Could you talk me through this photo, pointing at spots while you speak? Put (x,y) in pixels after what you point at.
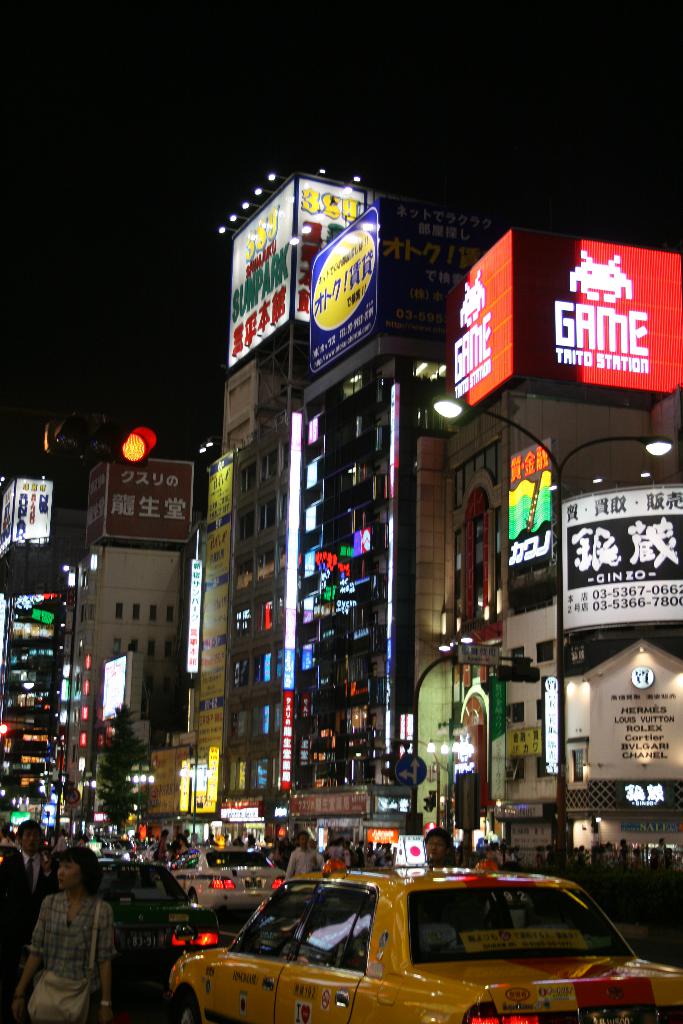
In this image there are buildings (254,624). On the left (115,455) there is a traffic light (122,450). At the bottom (388,928) there are people (58,924) and we can see cars (252,930) on the road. At the top (250,132) there is sky (236,131).
